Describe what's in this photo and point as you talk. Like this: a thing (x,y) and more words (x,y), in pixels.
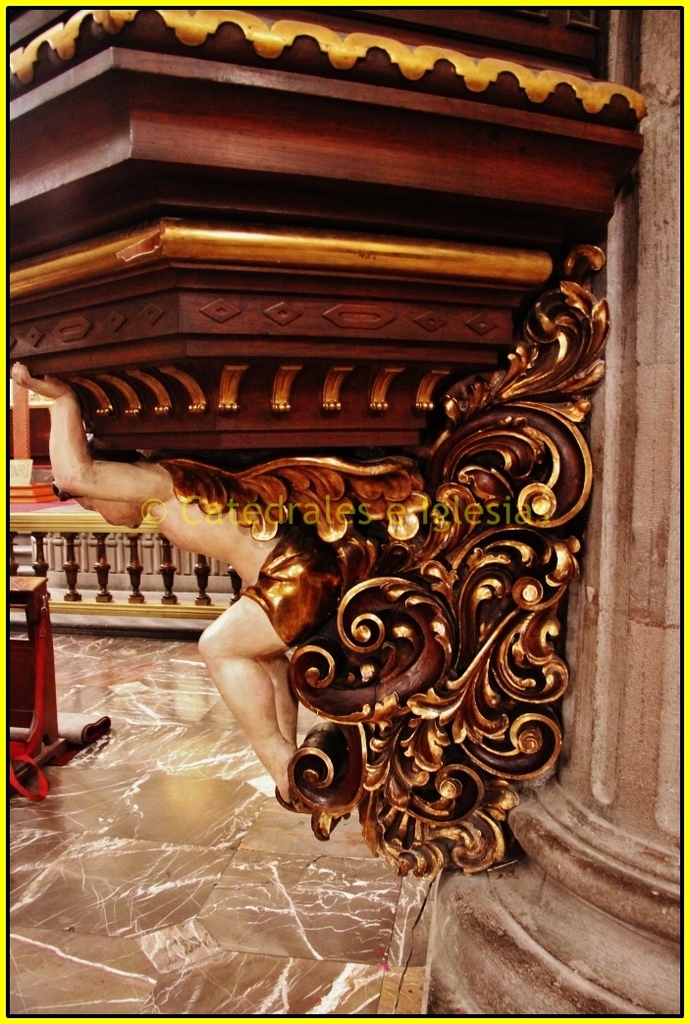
In this image there is a pillar (656,315) truncated towards the right of the image (659,626), there is a sculpture (408,462) attached to the pillar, there is an object (27,702) truncated towards the left of the image (30,662), there is a pillar (16,393) towards the left of the image (17,458).
